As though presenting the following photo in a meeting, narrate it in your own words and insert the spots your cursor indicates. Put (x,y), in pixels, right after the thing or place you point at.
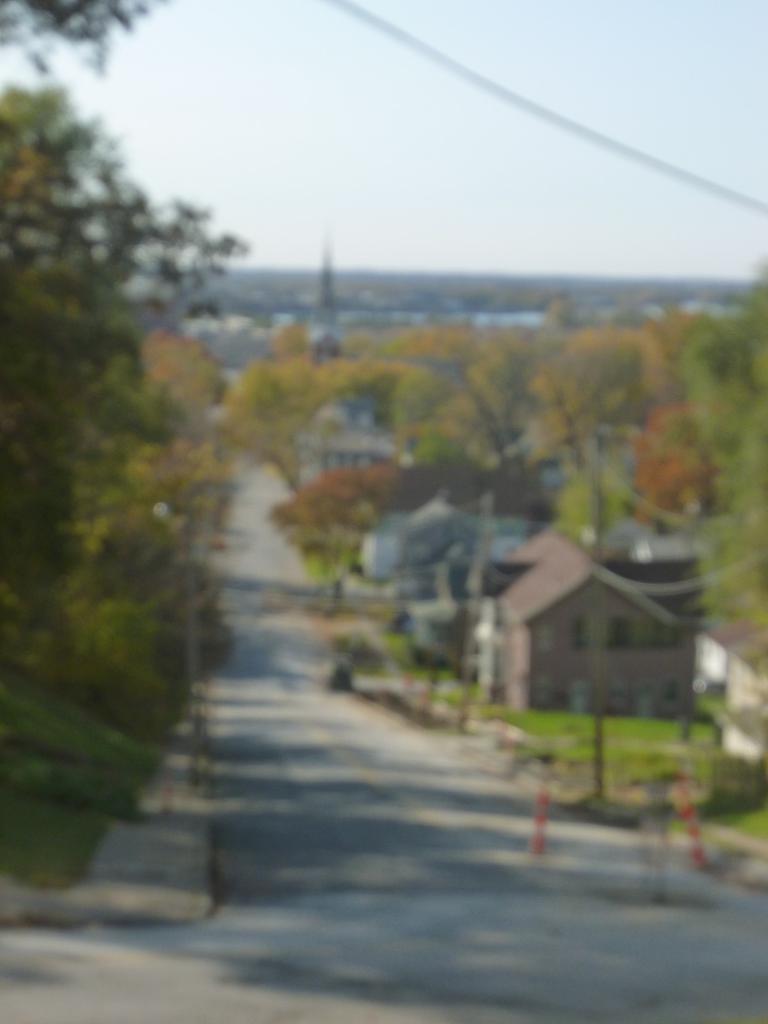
In this picture we can see a building (589,638) here, there are some trees (553,430) here, we can see grass (664,742) at the right bottom (668,733), there is the sky (477,56) at the top of the picture (474,59).
